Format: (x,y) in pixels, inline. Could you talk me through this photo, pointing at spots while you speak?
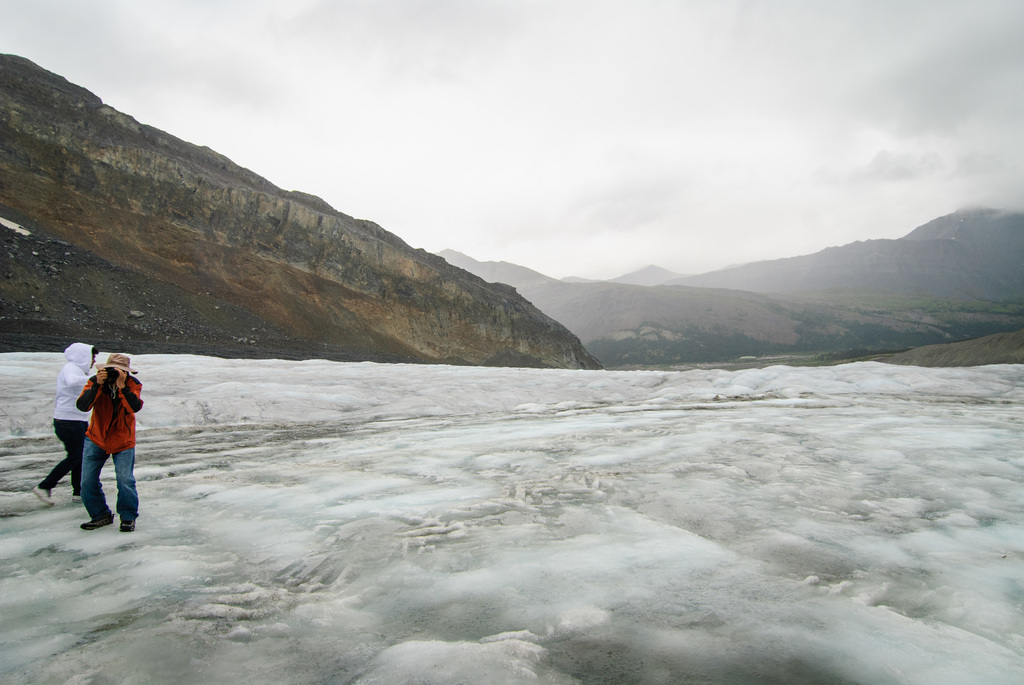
In this image there are two persons (103,401) standing on the snow (290,540), a person (126,367) holding a camera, and in the background (618,218) there are hills (990,324) and sky (725,178).
